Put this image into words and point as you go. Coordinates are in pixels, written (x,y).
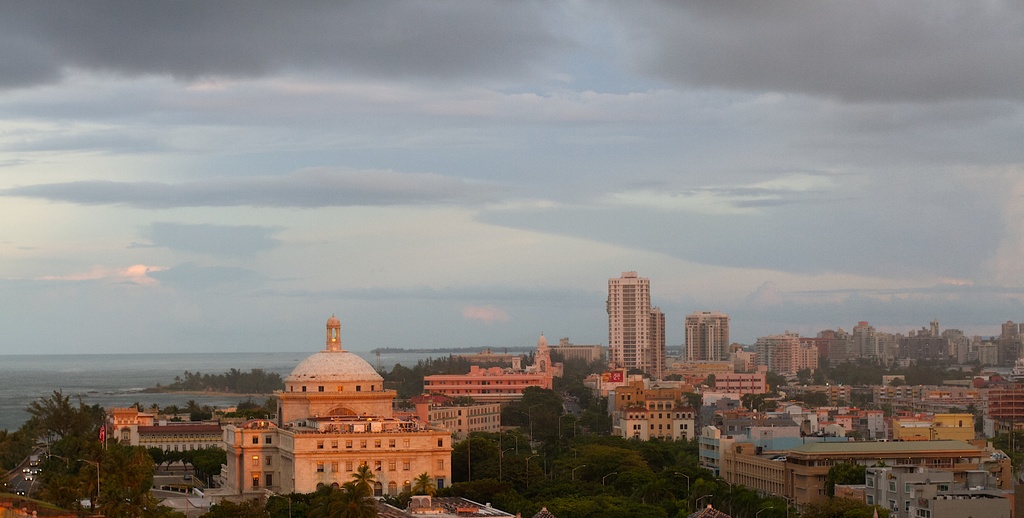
In this image I see number of buildings (795,417) and trees (545,461) and I see the water (163,397) over here. In the background (102,256) I see the sky (373,231) which is a bit cloudy.
